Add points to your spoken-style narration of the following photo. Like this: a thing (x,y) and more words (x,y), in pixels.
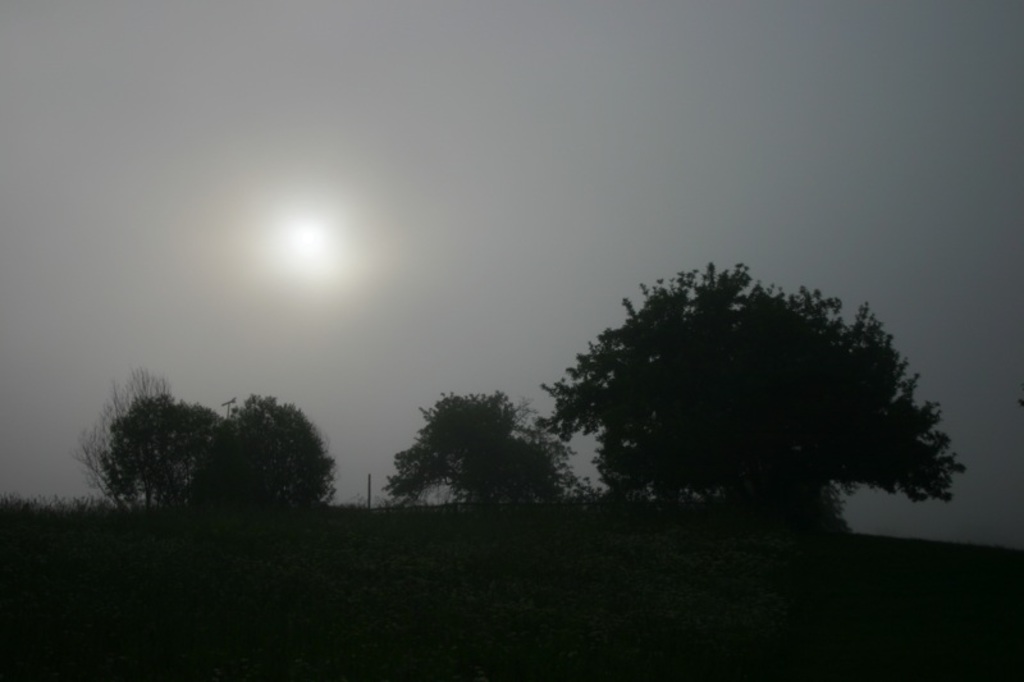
This picture might be taken outside of the city. In this image, in the background (797,419), we can see some trees (824,469) and pole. On the top (528,184), we can see a sky (450,167) which is cloudy, we can also see a moon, at the bottom (318,580), we can see black color.
